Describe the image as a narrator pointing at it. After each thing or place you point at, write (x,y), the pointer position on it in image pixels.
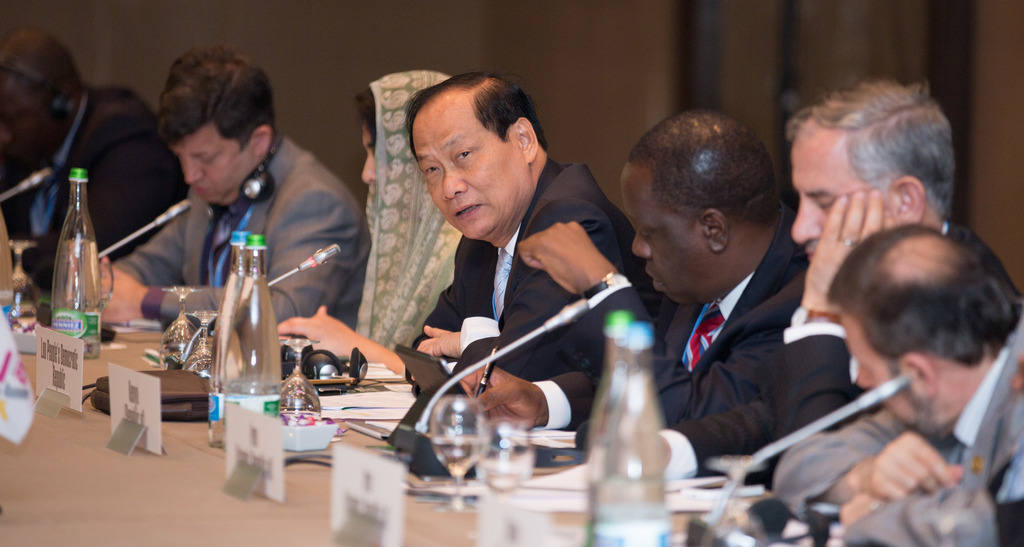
In this image, we can see a group of people (950,330) are sitting. Here we can see a surface (235,525), so many things (342,485) and objects (498,455) are placed on it. Here a person (507,408) is holding a pen (480,384). Background (626,104) there is a blur view.
